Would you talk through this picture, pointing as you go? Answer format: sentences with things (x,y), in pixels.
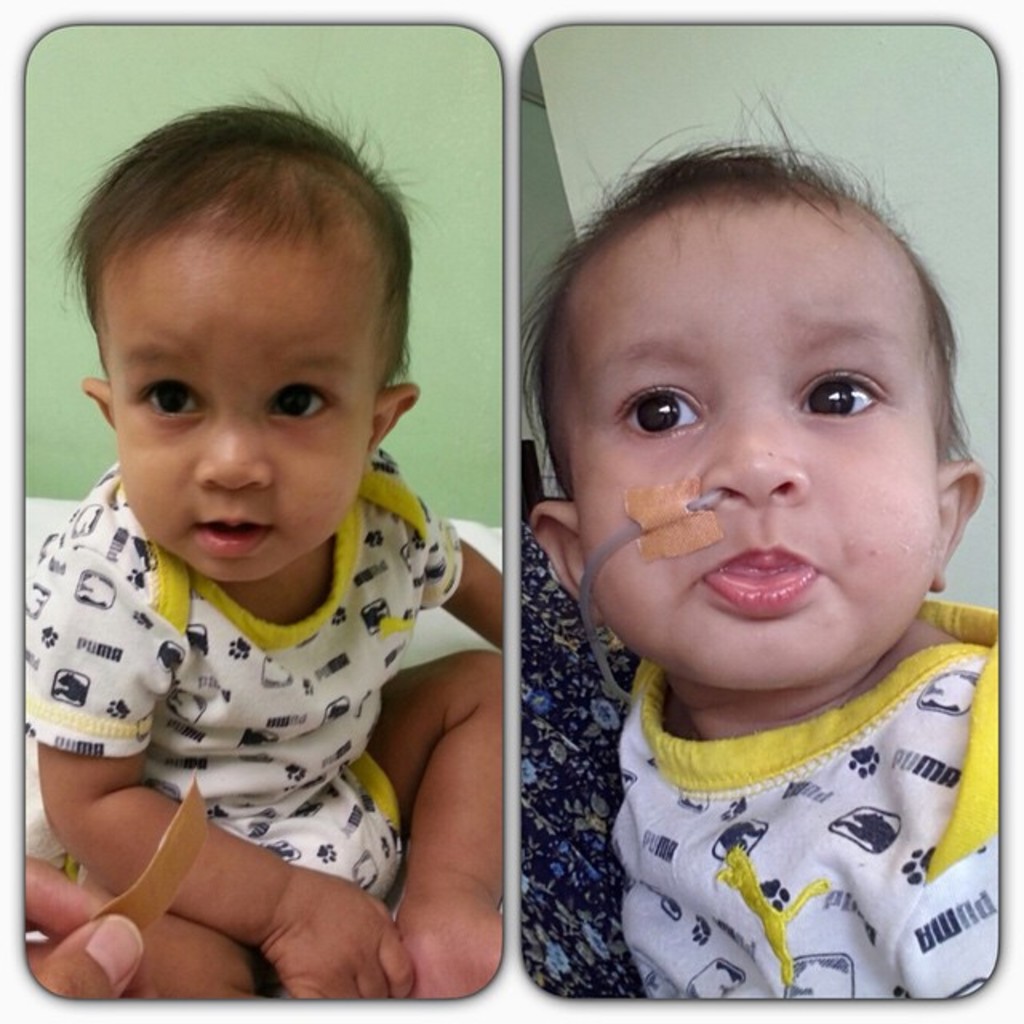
This picture is a collage of two images of a kid (246,774). On the left side (149,616) we can observe a kid (108,673), wearing white color T shirt (258,697) and sitting. On the right side (696,507) we can observe a pipe (710,505) into the nose (736,501) of the kid (722,533). In the background (710,107) there are walls (249,85) in the two images.
